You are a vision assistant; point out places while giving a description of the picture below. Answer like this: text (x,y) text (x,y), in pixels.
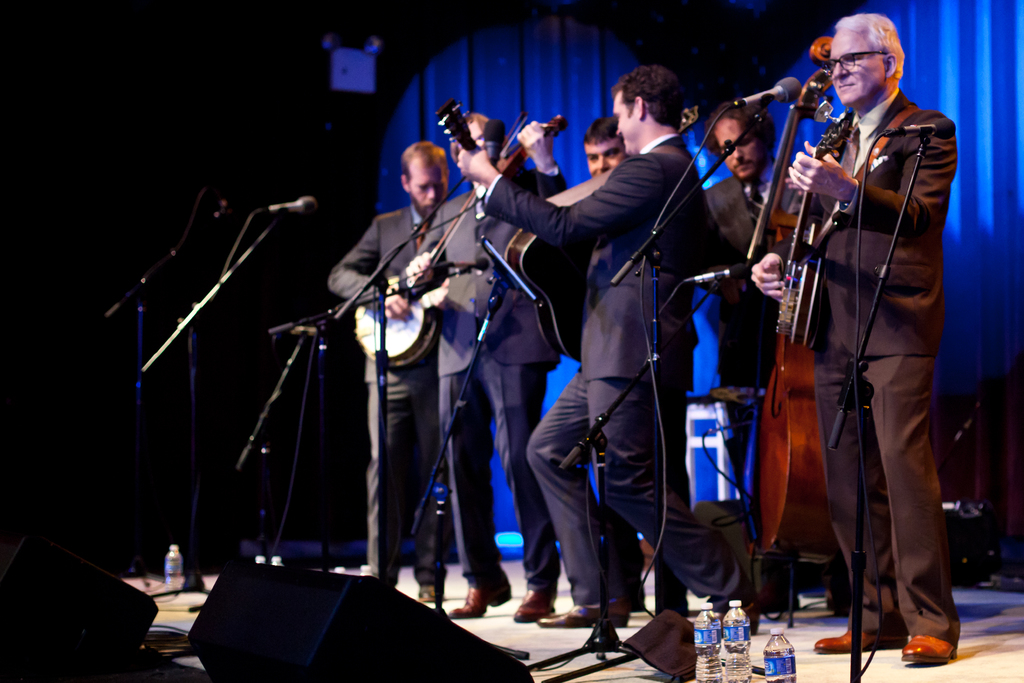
This is a picture taken in a hall (341,224), there are group of people (843,242) holding the music instruments (420,285) standing on a stage (836,616). In front of the people (355,268) there is a microphones (286,209) with stands (381,331) on the stage (761,653) there are the water bottles (735,659) and cables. Background of this people (592,262) is a curtain (948,80) which is a blue color.
